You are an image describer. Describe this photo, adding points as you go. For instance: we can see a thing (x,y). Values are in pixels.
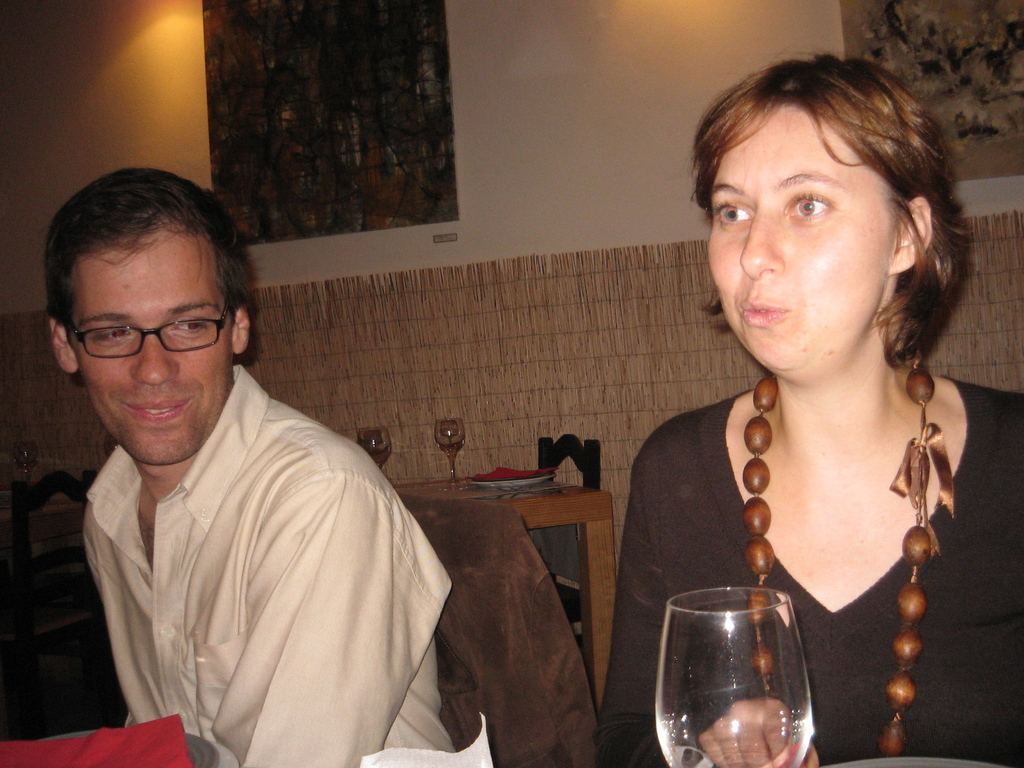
In this image there are two persons (138,370), a man (304,600) and woman (819,273). The man (145,438) is wearing a white shirt (204,570) and woman (835,473) is wearing black colored dress (623,719). In the background (735,81) there is a wall (605,87) with two frames (885,14) on it.
